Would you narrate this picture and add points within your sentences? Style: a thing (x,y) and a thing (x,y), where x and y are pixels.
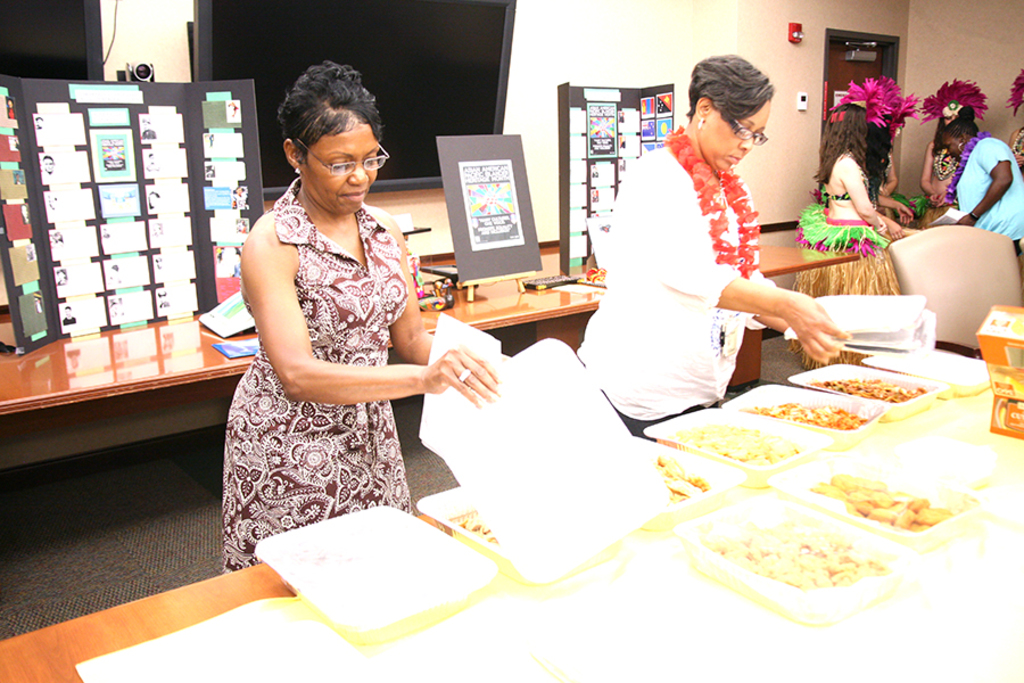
In this image there are two ladies (346,461) standing in front of table (559,590) where we can see so many food boxes (1016,412) on that, behind them there is another table (32,385) with so many notices (499,231) on the board (571,152) also there are group of people (890,169) standing with drama costumes (912,203).
